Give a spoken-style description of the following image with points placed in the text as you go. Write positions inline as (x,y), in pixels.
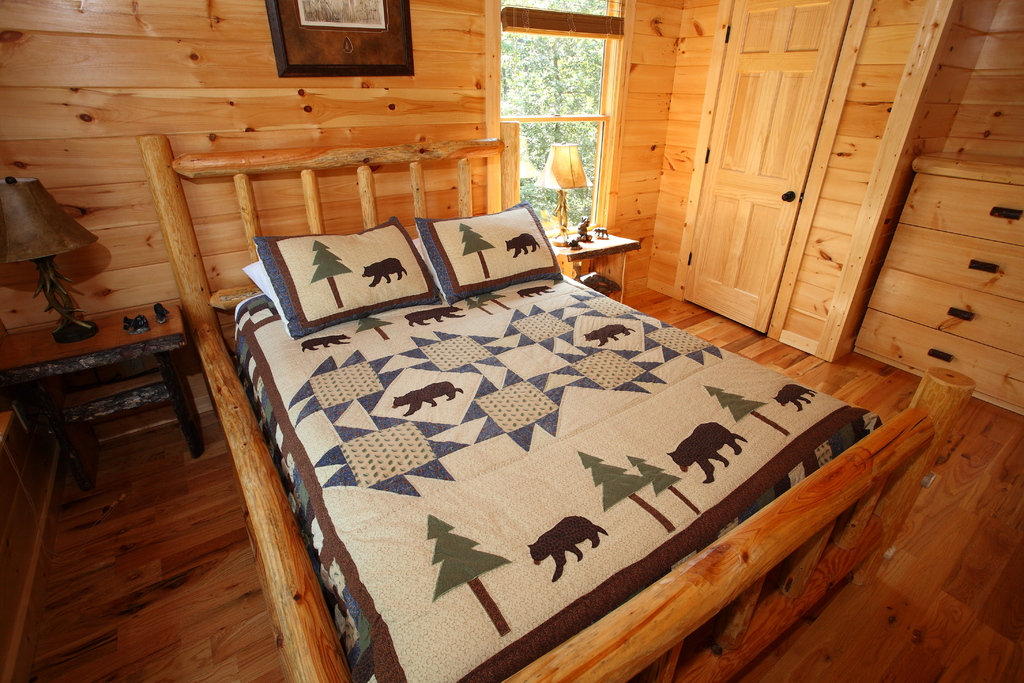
In this picture we can see a bed (653,642) with a bed sheet (376,390) and pillows (522,268) on it, tables (18,361) with lamps (545,173) and some toys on it and in the background (297,1) we can see a frame (281,3) on the wall (440,73), door (767,44), cupboards (915,168), trees (534,101).
